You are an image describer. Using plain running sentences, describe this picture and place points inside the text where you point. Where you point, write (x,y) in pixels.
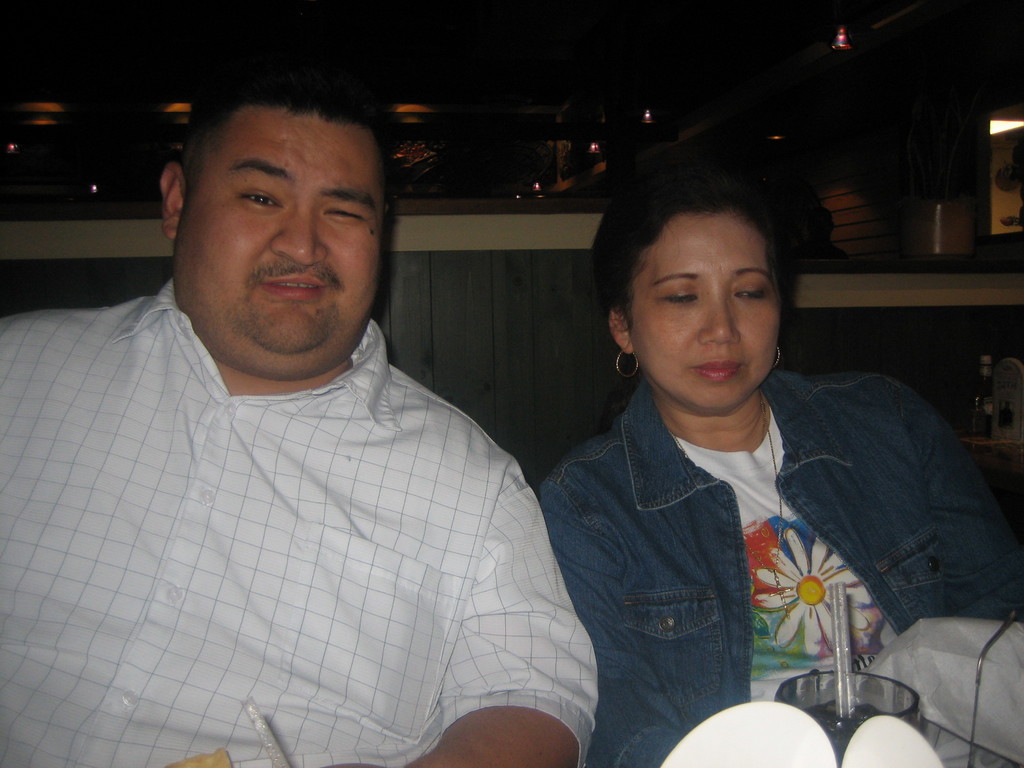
In this image there is a man (505,739) and woman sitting together, in-front of them there is a glass (839,754).
